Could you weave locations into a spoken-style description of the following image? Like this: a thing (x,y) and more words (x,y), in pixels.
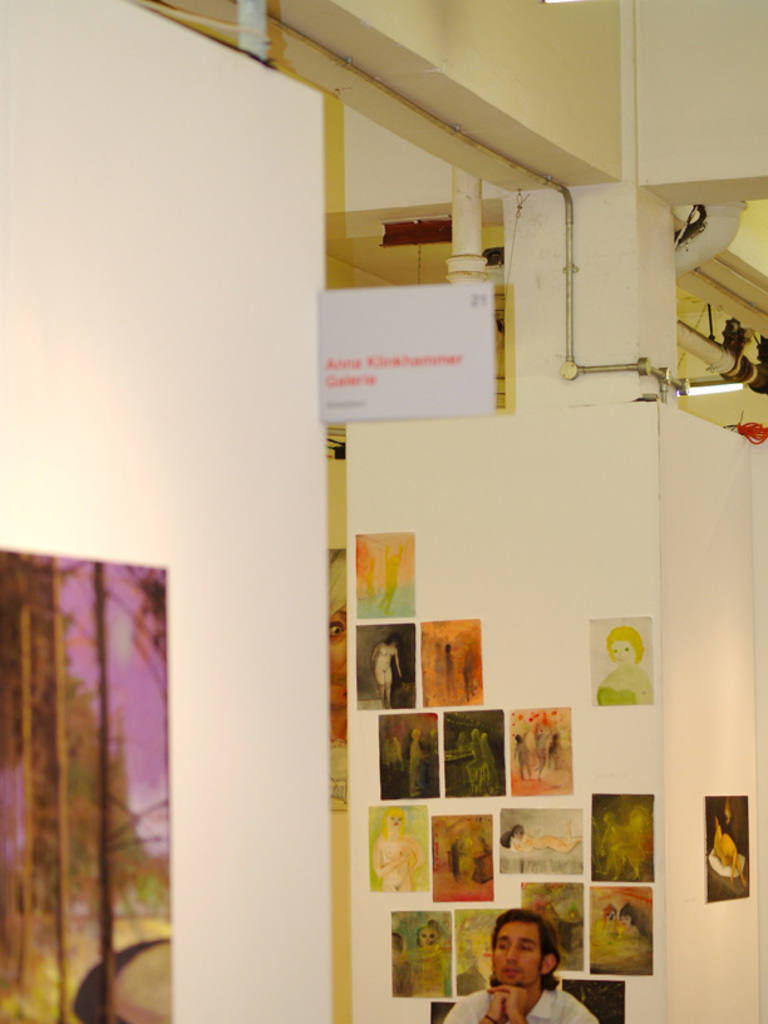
In this image there is a person (520,995) sitting in a chair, around the person (499,985) on the walls (324,552) there are photo frames (387,649). At the top of the image (734,320) there are pipes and lamps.
